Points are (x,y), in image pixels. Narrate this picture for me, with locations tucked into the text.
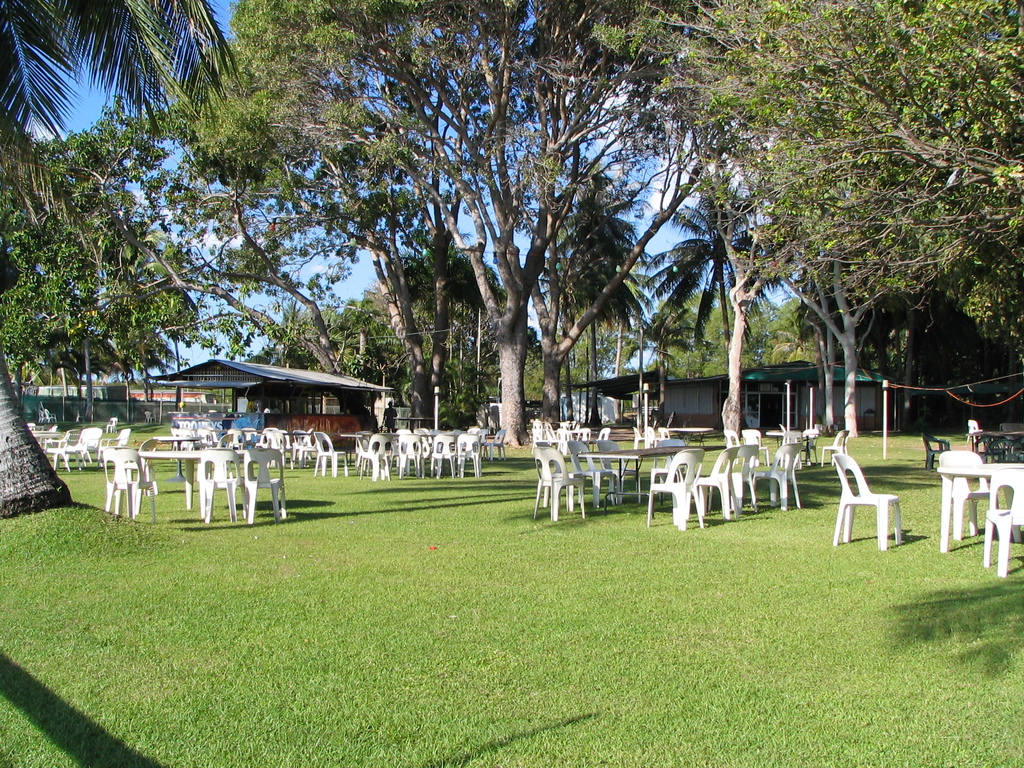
In this image I can see tables (185,462) and white chairs (545,455) on the grass (435,614). There are trees (1013,281) and shacks (249,392) at the back (826,174).
